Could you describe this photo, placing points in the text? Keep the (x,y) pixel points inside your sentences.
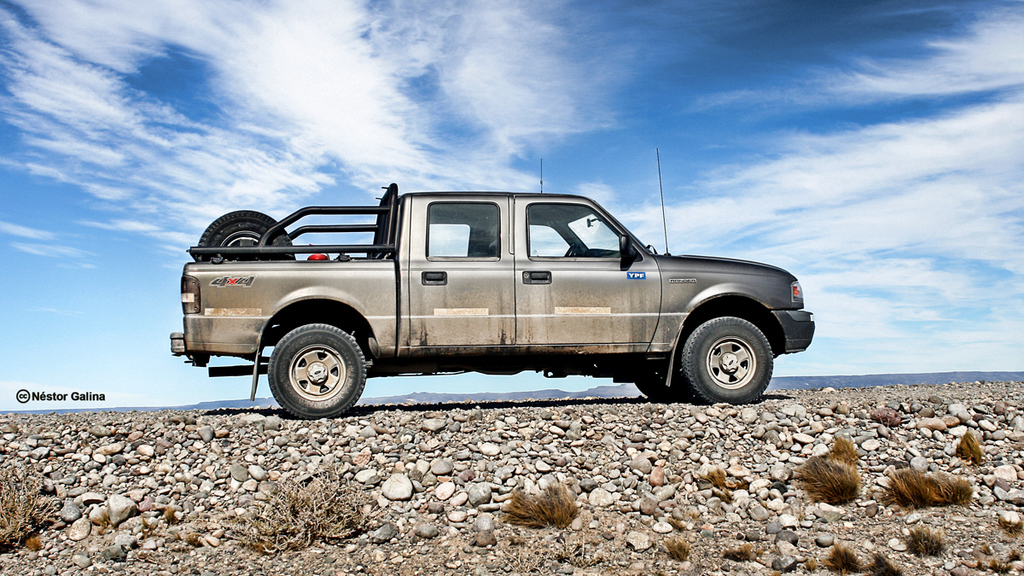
In this picture there is a car (356,328). On the bottom (611,405) we can see grass (854,472) and stones (572,456). On the top (626,51) we can see sky (848,31) and clouds (787,102). Here we can see wheel (229,230) on the car (243,261). On the left (98,401) there is a watermark (53,399).
